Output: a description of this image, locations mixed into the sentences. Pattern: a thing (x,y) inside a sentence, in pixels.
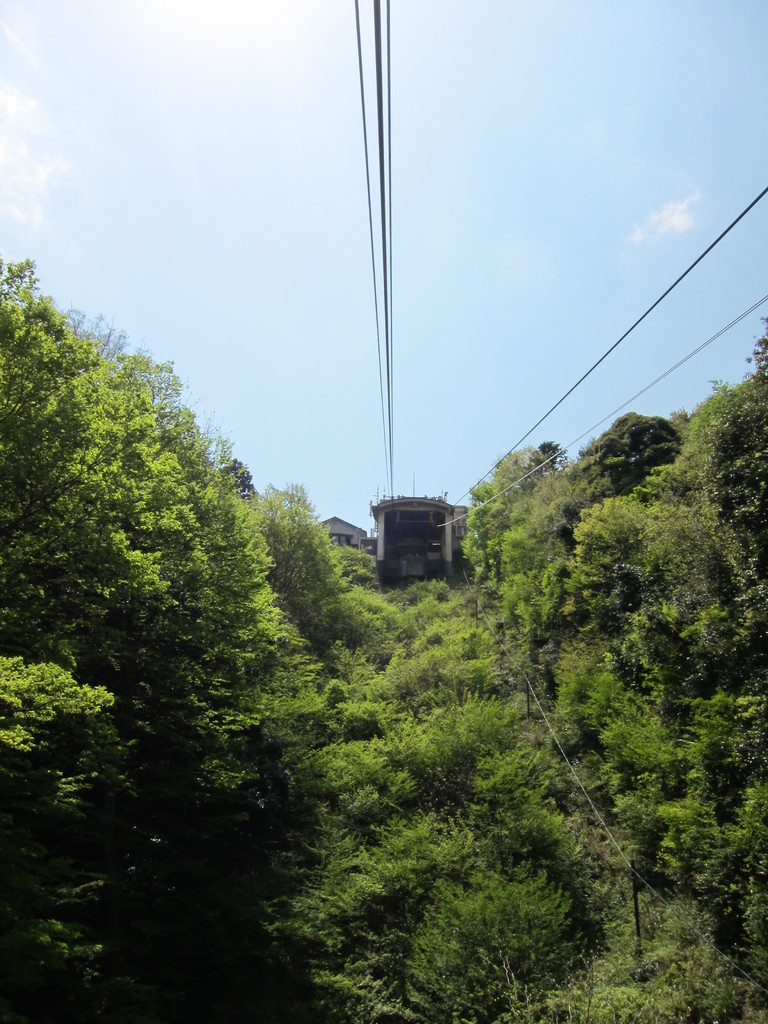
At the bottom of the picture (325,863), there are trees (471,756). In the background (457,532), there are buildings (402,515). At the top of the picture (454,278), we see the sky (394,398) and the wires (392,493).
